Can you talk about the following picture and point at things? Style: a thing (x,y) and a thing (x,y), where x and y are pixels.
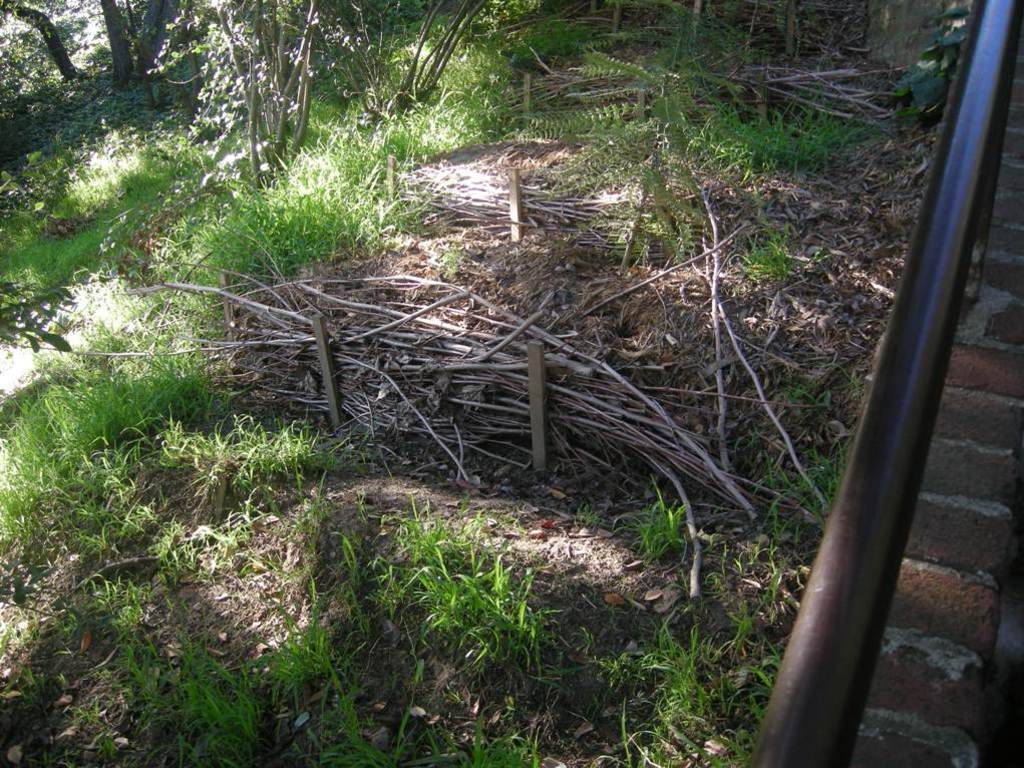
In this image, we can see plants (440,29), wooden objects (493,358) and few things (578,289). On the right side of the image (936,293), we can see rod (853,569) and brick wall (948,600).
